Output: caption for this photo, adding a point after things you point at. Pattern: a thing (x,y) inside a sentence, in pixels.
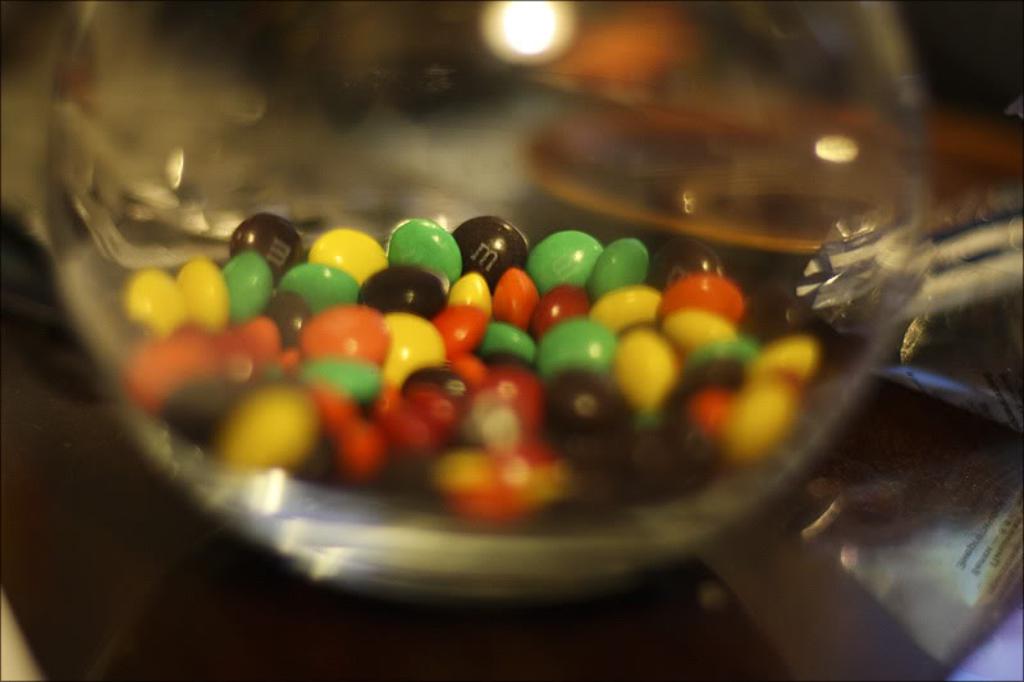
In the image there are chocolates (398,339) and the background of the chocolates (554,246) is blur.
